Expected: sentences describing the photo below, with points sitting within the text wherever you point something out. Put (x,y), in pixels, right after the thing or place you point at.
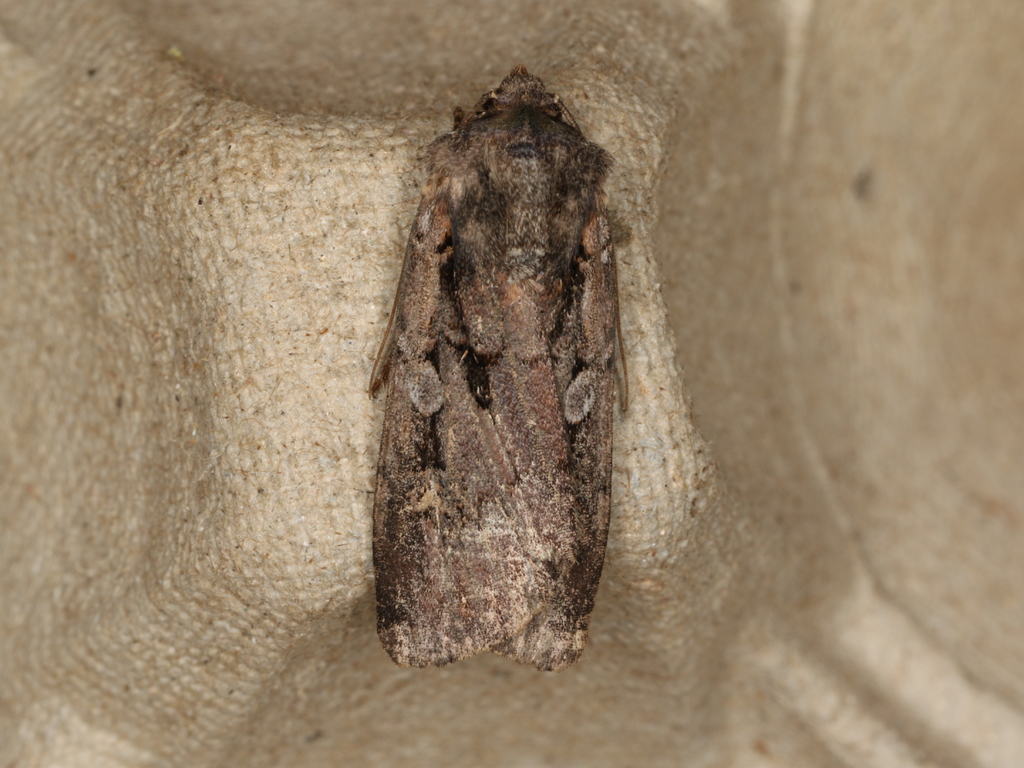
In this picture I can see an insect (485,442).
